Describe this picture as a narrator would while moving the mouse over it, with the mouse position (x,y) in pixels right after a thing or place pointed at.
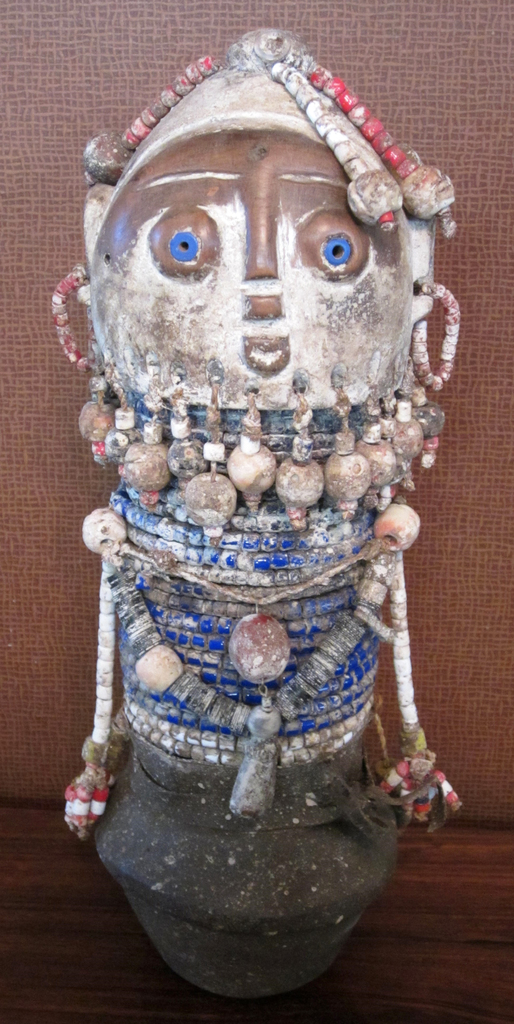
In this image we can see a handicraft (291,672) on the wooden surface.
